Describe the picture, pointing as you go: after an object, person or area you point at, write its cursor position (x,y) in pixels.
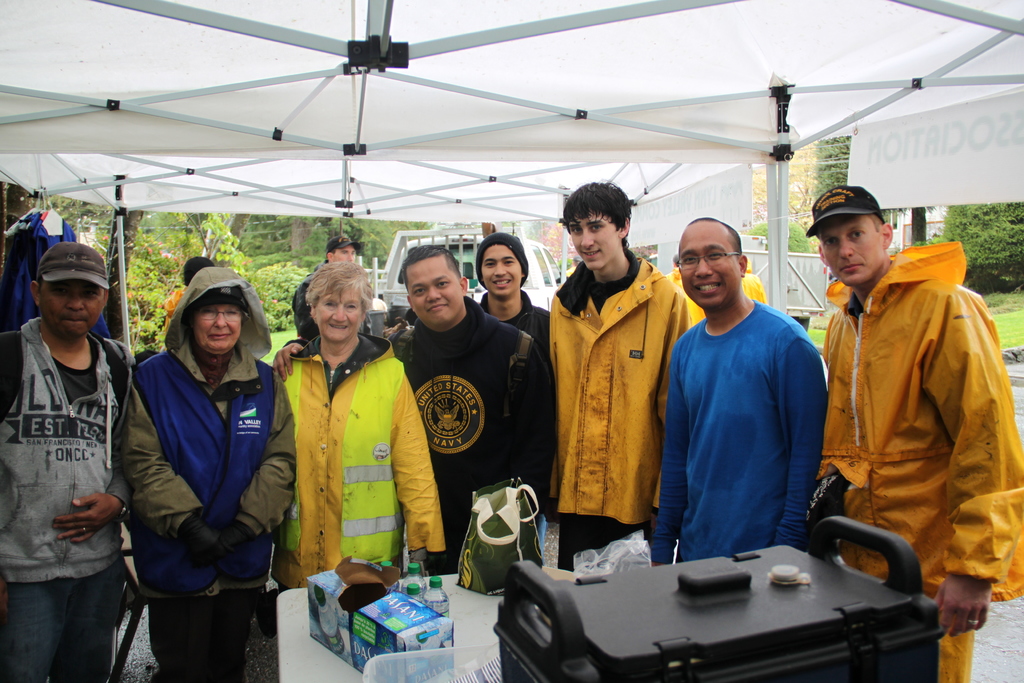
In this image we can see there are people (453,328) standing under the tent (609,93) and we can see the table (496,610), on the table (473,597) there are boxes (423,624), bag (484,590), bottles (436,610) and a few objects (556,587). And at the back (301,242) we can see the trees (299,247), grass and vehicles (532,244).
